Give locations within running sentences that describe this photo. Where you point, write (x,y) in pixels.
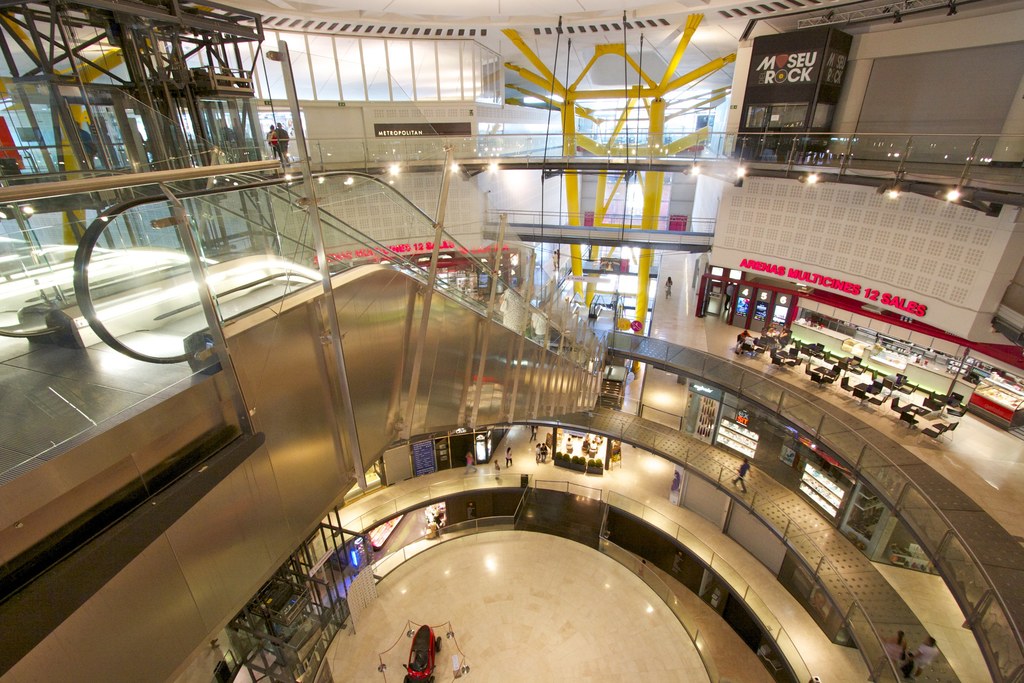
In this image we can see the inside view of a building (746,251), there are chairs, tables (783,355), boards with text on them, there are a few people (782,336), there is an escalator (490,377), there are railings (828,410), lights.
